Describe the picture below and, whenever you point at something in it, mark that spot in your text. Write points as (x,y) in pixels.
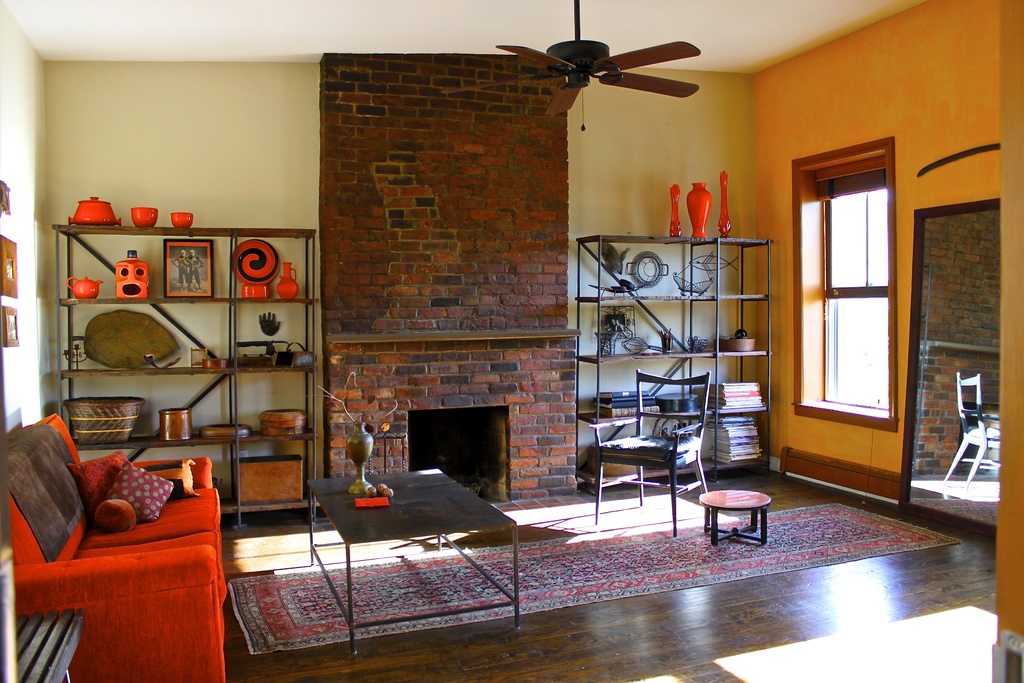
There is a room (422,492) in the given picture where there are sofas (92,584), tables (449,516), cup boards (235,436) and shelves (276,436), in which some books (732,396) are placed. There is a chair (639,437). There is a place for fire (454,452) here. There is a ceiling fan (566,79) and in the background (197,113) we can observe a wall (218,143) and a window (862,275) here.
